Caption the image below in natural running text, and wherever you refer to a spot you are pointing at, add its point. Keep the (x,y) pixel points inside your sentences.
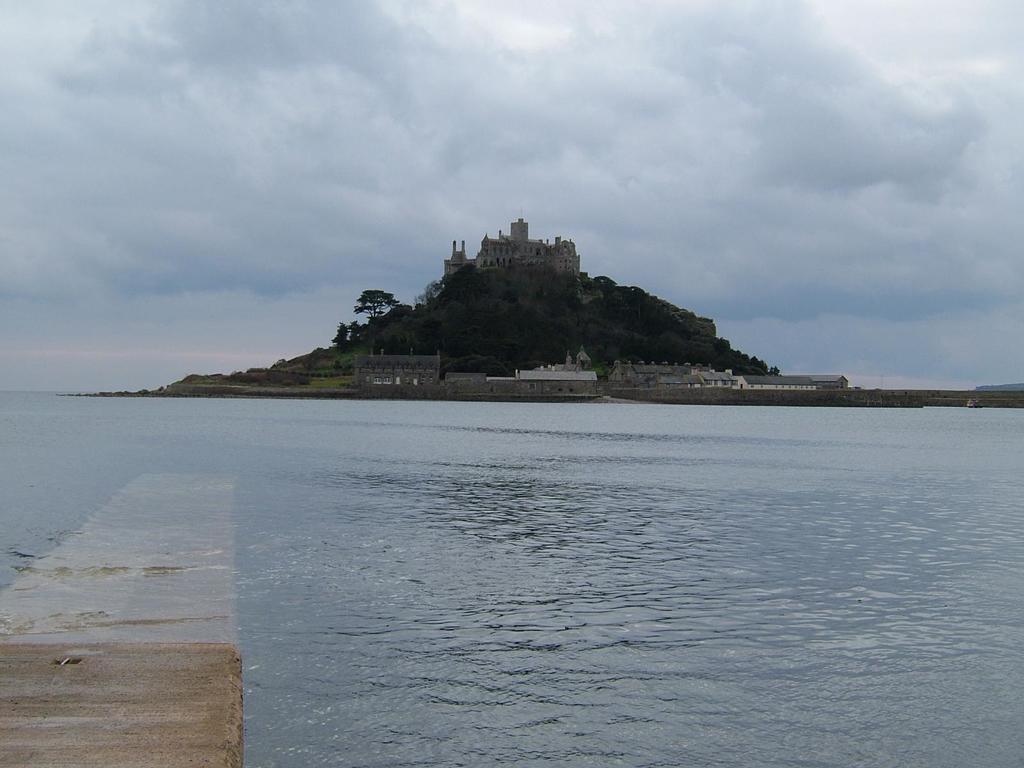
In this image we can see buildings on the hill (476,346), trees (423,329), water (385,518) and sky (377,219) with clouds (274,161).
